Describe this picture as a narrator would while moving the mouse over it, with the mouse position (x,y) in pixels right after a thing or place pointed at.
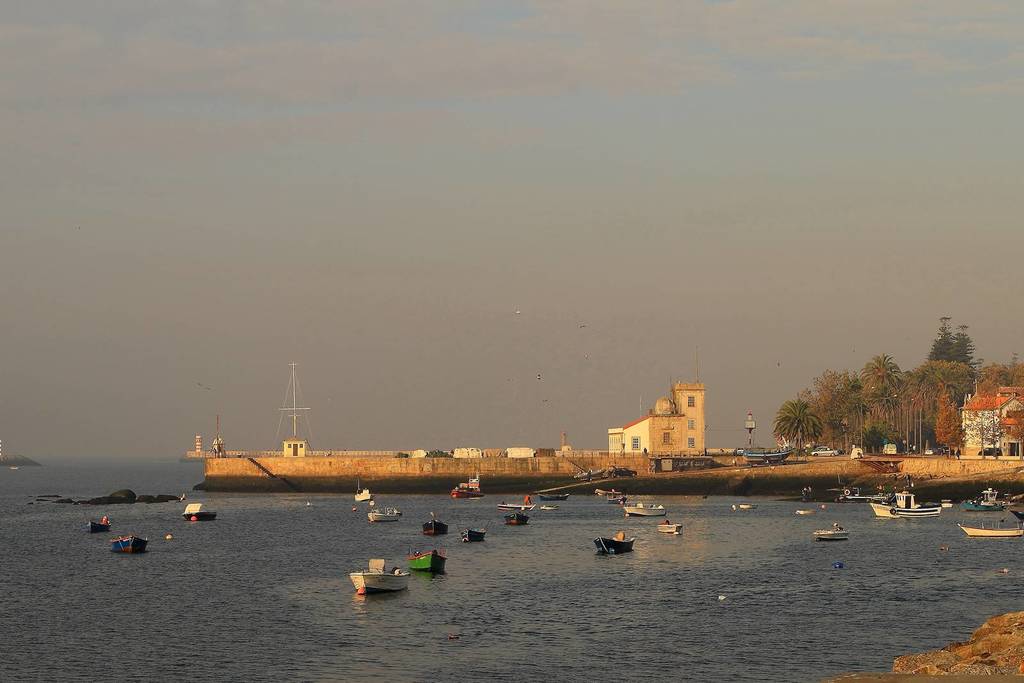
In this picture we can see some boats (527,520) are in the water (460,594), side we can see some buildings (1022,449), trees (960,390).
